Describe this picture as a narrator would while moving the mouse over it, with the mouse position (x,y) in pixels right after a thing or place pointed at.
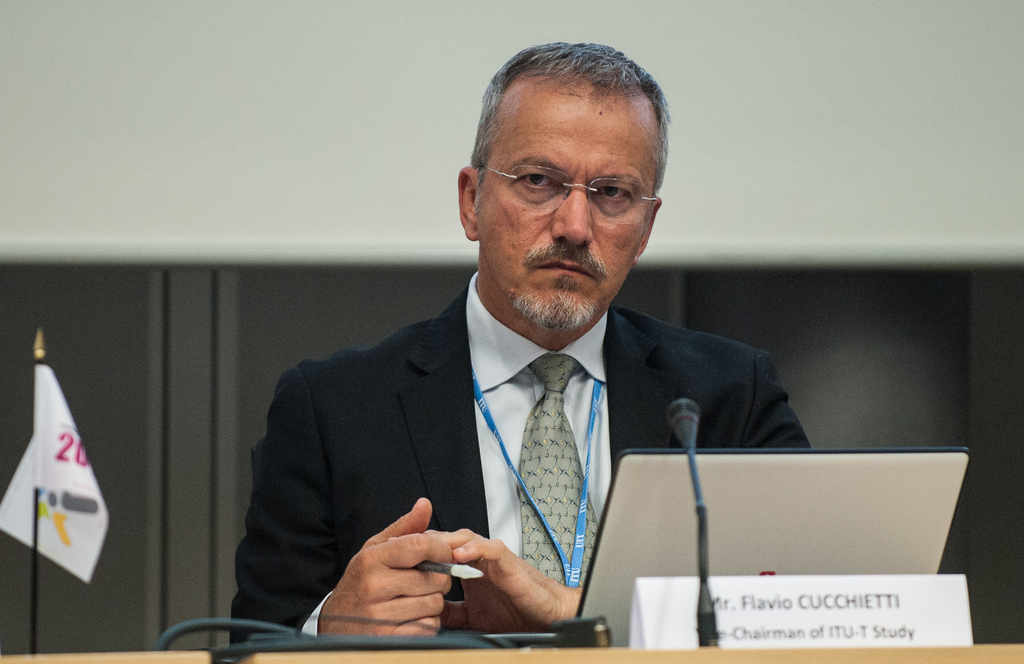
In this image we can see a man (468,325) beside a table (894,659) containing a laptop (617,498), mic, wires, some devices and a name board (688,606) on it. On the backside (197,363) we can see the flag (31,617) and a wall (210,258).
